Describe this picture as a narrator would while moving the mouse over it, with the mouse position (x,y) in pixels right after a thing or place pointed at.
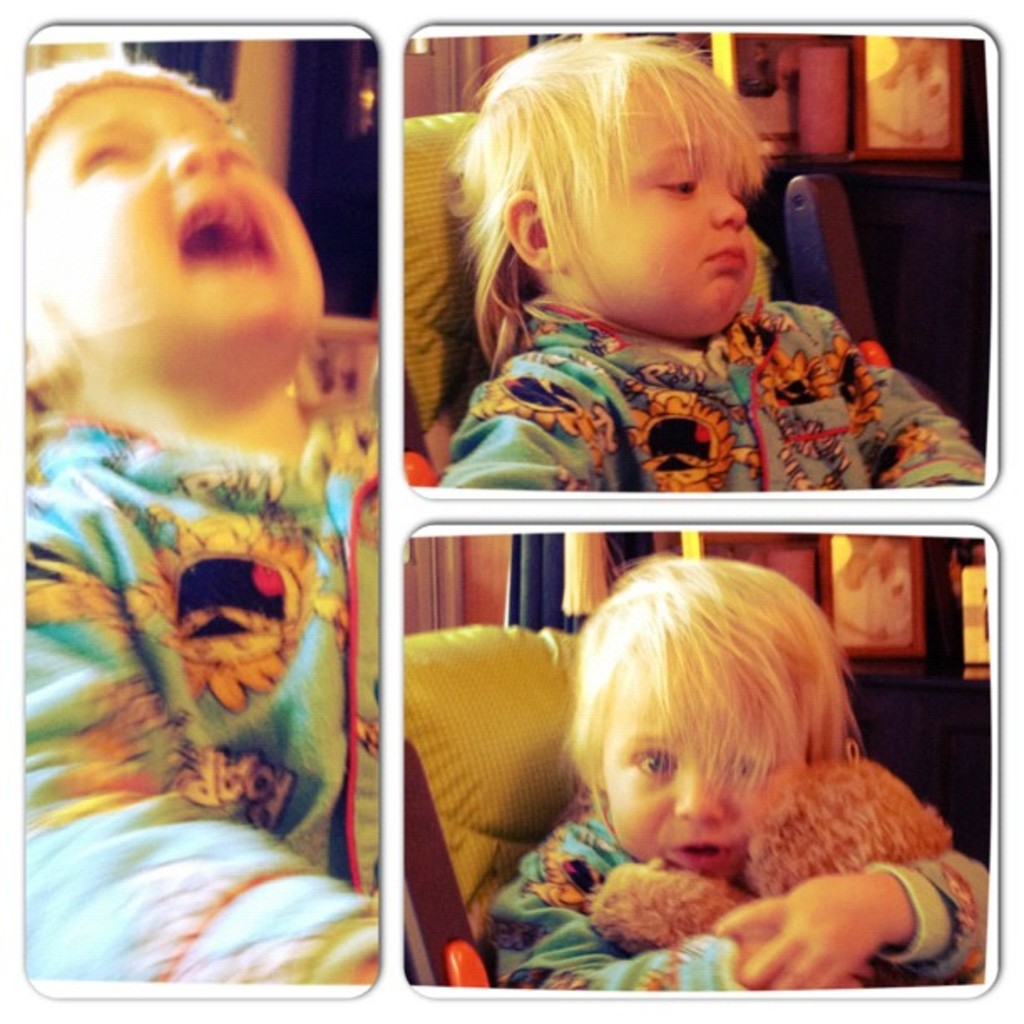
This is a collage image. On the left side of the image (66,568) we can see a kid (187,225) is crying. In the top right corner (683,209) we can see a kid (740,331) is sitting on a chair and also we can see the wall (968,99), boards (816,128). In the bottom right corner (704,706) we can see a kid (756,749) is sitting on a chair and holding a doll (791,828) and also we can see the wall (511,582), boards (900,577).
